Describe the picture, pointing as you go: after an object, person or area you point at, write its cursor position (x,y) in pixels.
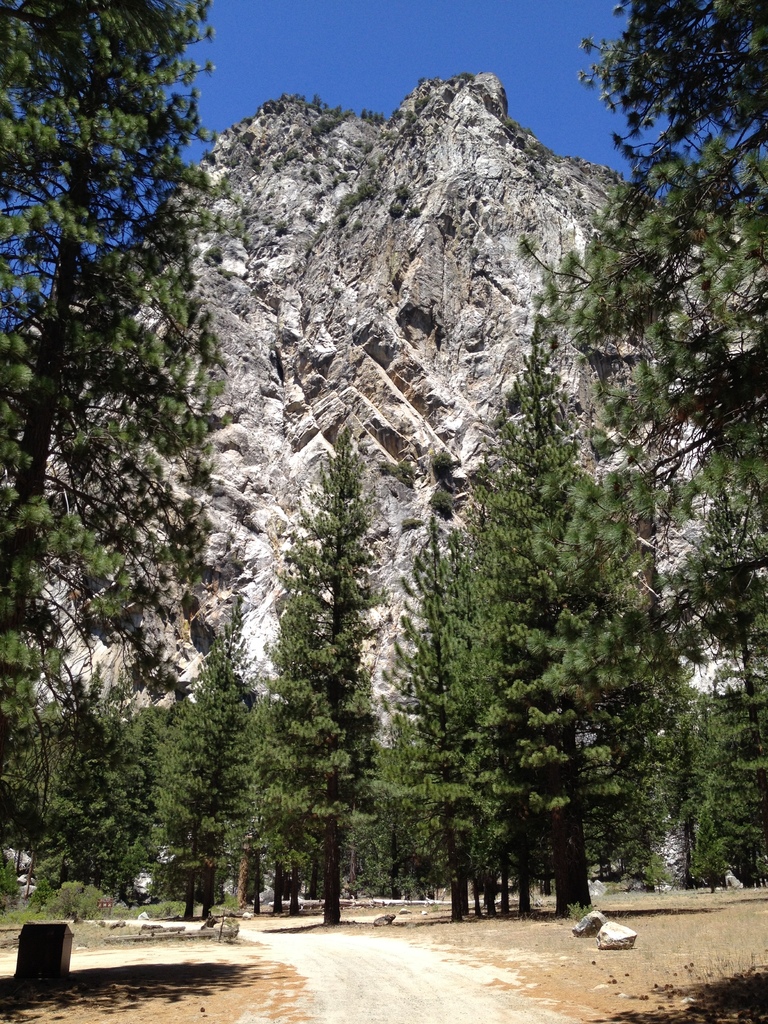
In this image I can see the rock's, many trees (63,788) and the mountain (397,301). In the background (373,79) I can see the blue sky (346,76).
